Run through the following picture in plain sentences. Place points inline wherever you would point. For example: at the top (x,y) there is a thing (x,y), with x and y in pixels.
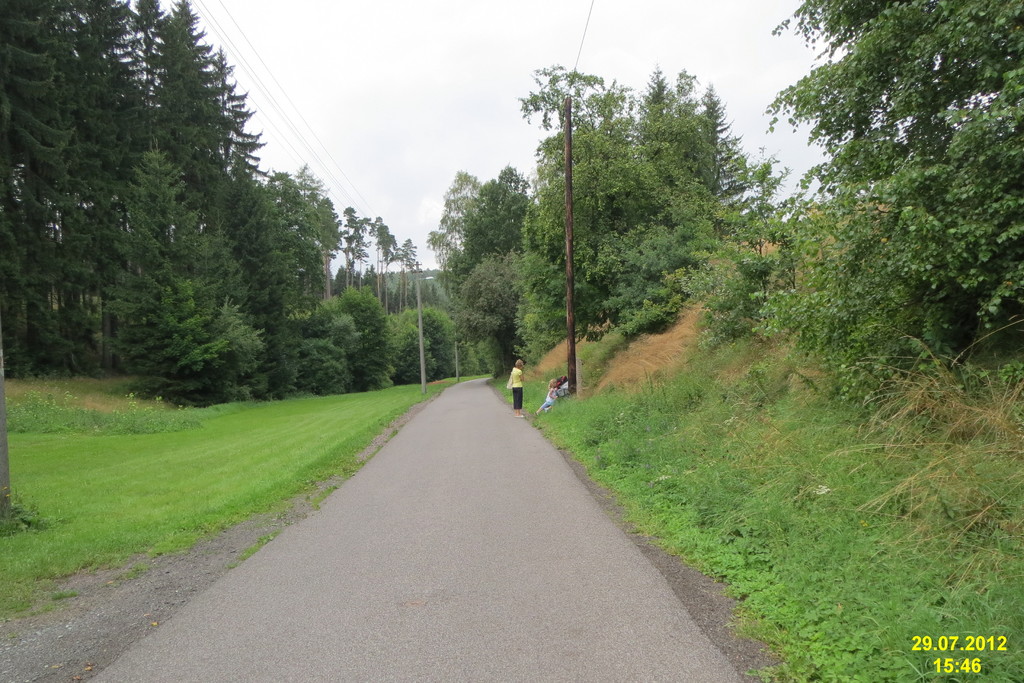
In the center of the image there is a road (484,543). On both right and left side of the image (153,438) there is grass (178,444) on the surface (263,422). There are two people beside the road (507,404). In the background of the image (502,369) there are trees (301,312), poles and sky (489,86). There is some text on the right side of the image (972,664).
